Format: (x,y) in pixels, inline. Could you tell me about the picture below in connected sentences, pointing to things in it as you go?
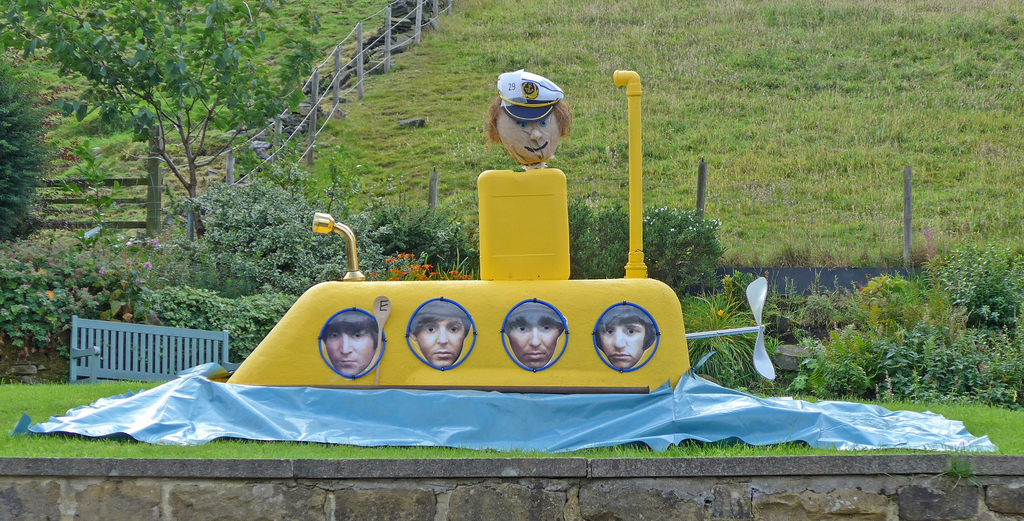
In this image we can see pictures (519,318) and a toy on an object (480,220) on the grass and at the bottom (392,468) we can see the wall (137,505). In the background (145,53) we can see fences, plants (310,234), trees (123,54) and grass (385,140) on the ground (379,89).
